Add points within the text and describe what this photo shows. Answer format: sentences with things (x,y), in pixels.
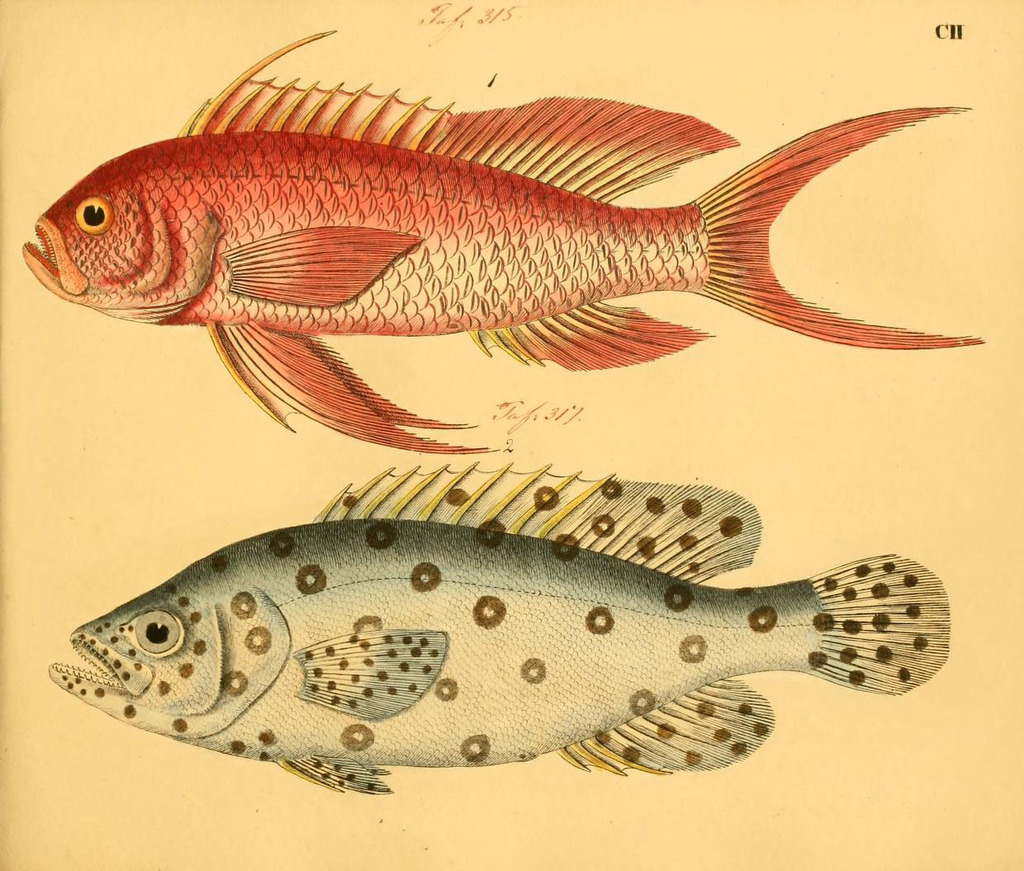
In this picture we can see a painted paper (535,359), on which we can see fishes (329,181).
